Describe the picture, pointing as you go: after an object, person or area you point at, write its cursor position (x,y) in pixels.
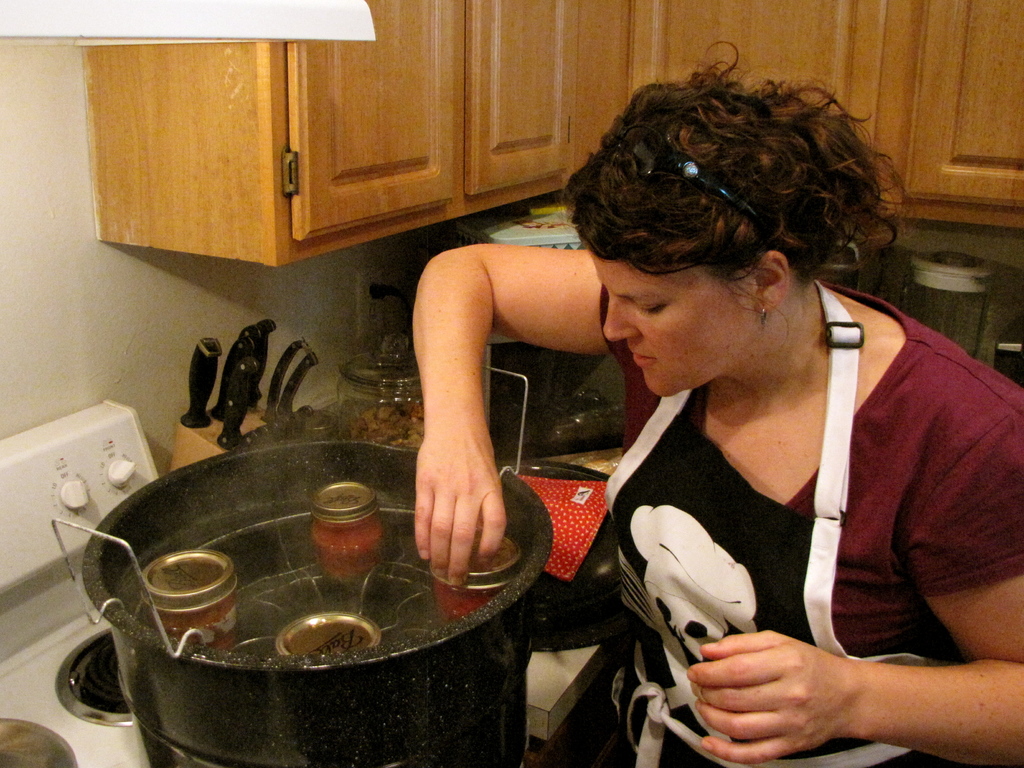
In this picture, there is a lady (657,403) wearing apron (625,507), it seems like she is cooking, there are cupboards (560,100), kitchenware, glass containers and other objects (534,356) in the background (578,360).
